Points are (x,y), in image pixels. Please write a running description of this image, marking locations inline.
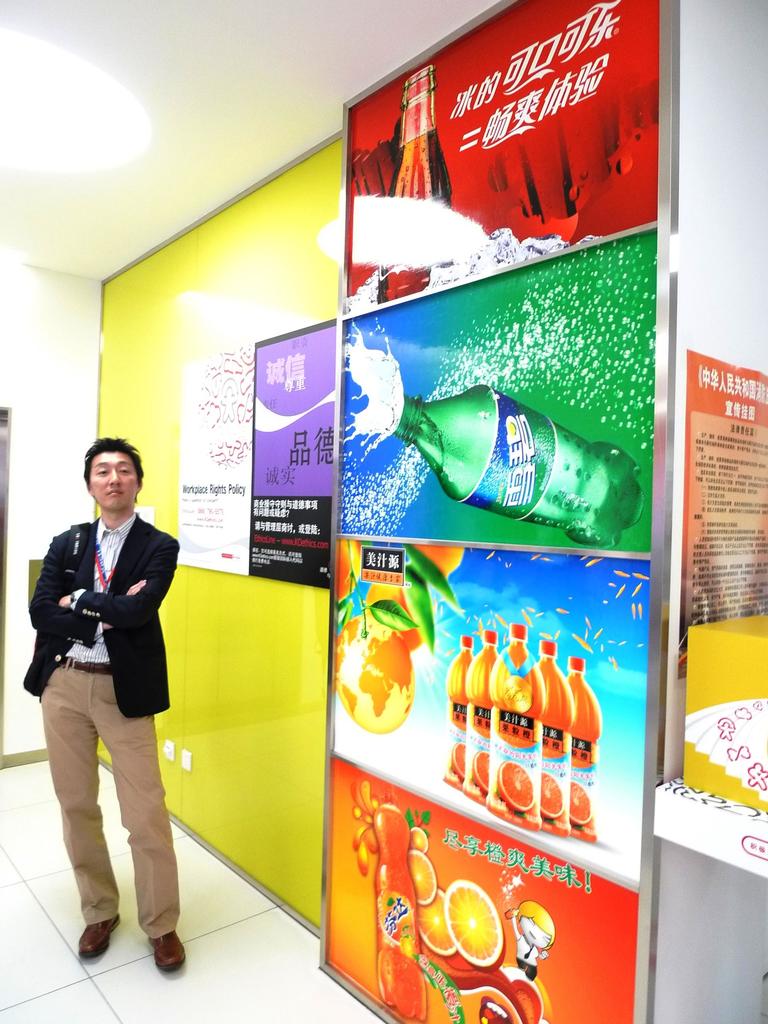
In this picture I can see there is a man (113,704) standing and he is wearing a blazer (121,689) and on to right (544,736) there is wall (393,700) with some soft drinks advertisements (531,739) on it.
